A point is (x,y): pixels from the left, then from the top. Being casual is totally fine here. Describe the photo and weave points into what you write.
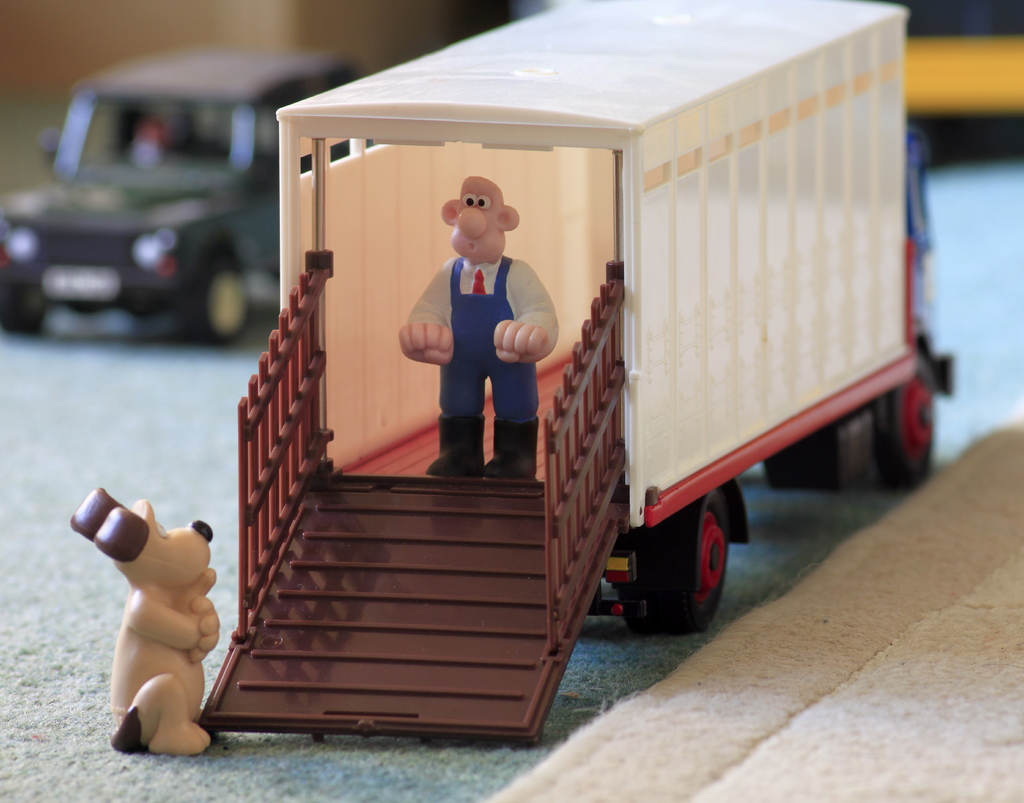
Here we can see toy vehicles (270,388) on the platform (226,628) and there is a toy person (514,286) in the truck (519,254) standing and there is a toy dog (138,632) at the vehicle door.
